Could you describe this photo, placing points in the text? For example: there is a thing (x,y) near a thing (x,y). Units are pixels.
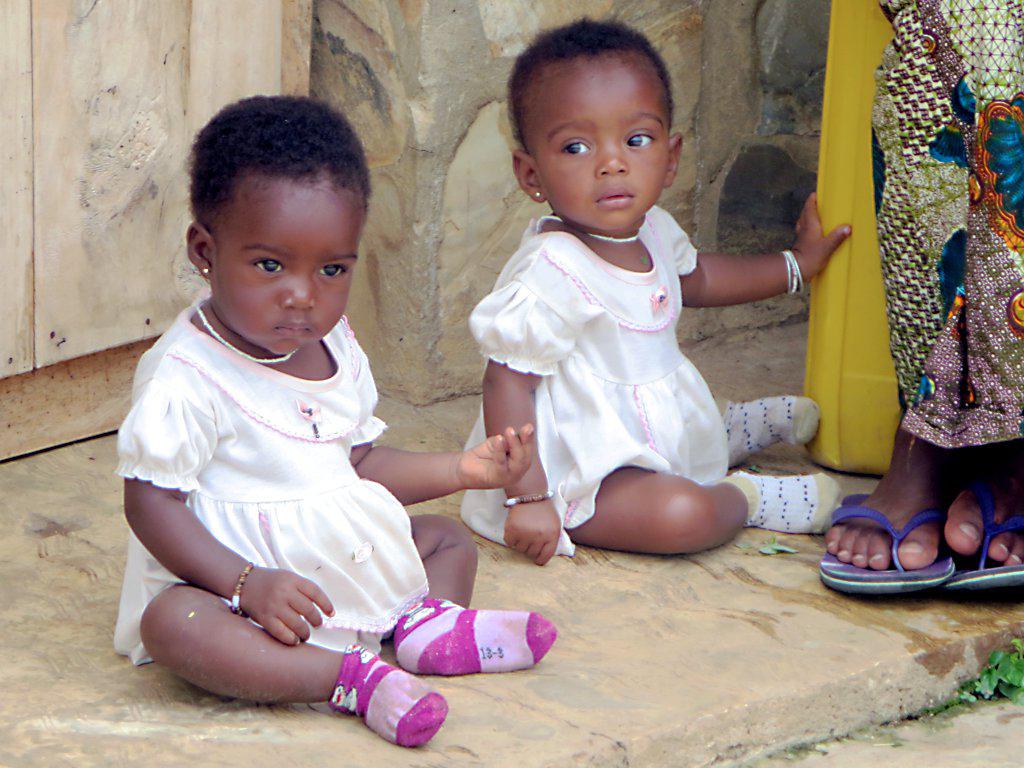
In this picture we can see two kids (558,414) sitting, in the background (478,91) there is a wall (791,130), on the right side (988,185) we can see another person (985,187), at the right bottom (1013,670) there is a plant (982,692).
